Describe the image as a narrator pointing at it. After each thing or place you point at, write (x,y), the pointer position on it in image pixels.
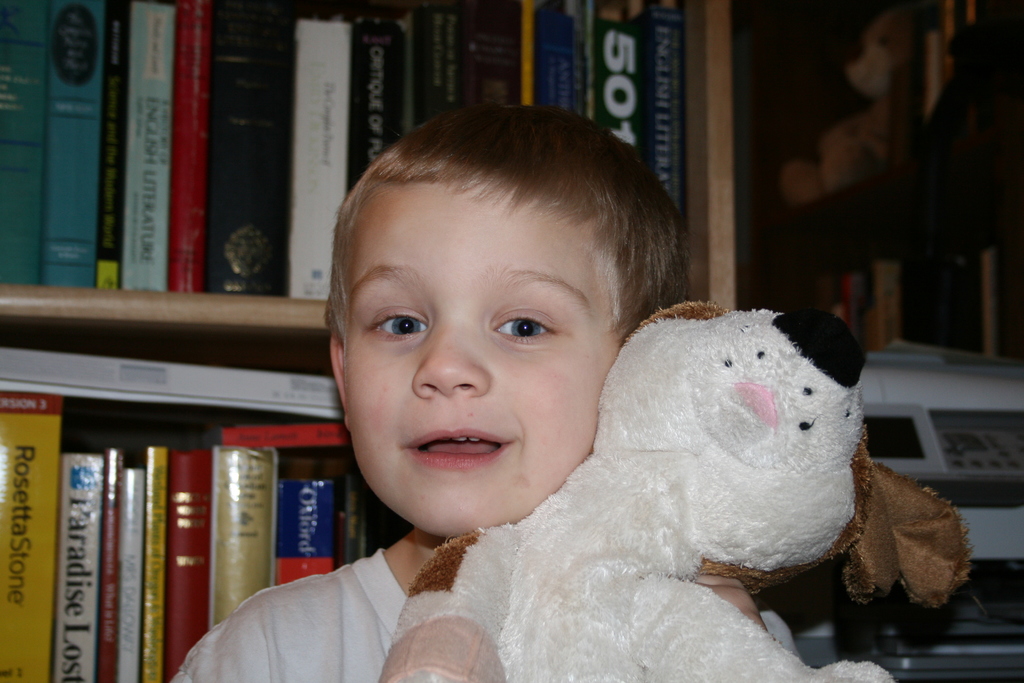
In this image I can see a boy (535,473) holding a teddy bear (739,445), in the background (92,183) I can see rack (769,87) in the rack (786,87) I can see books (104,490) and a teddy bear (861,147) visible on right side (863,173).
